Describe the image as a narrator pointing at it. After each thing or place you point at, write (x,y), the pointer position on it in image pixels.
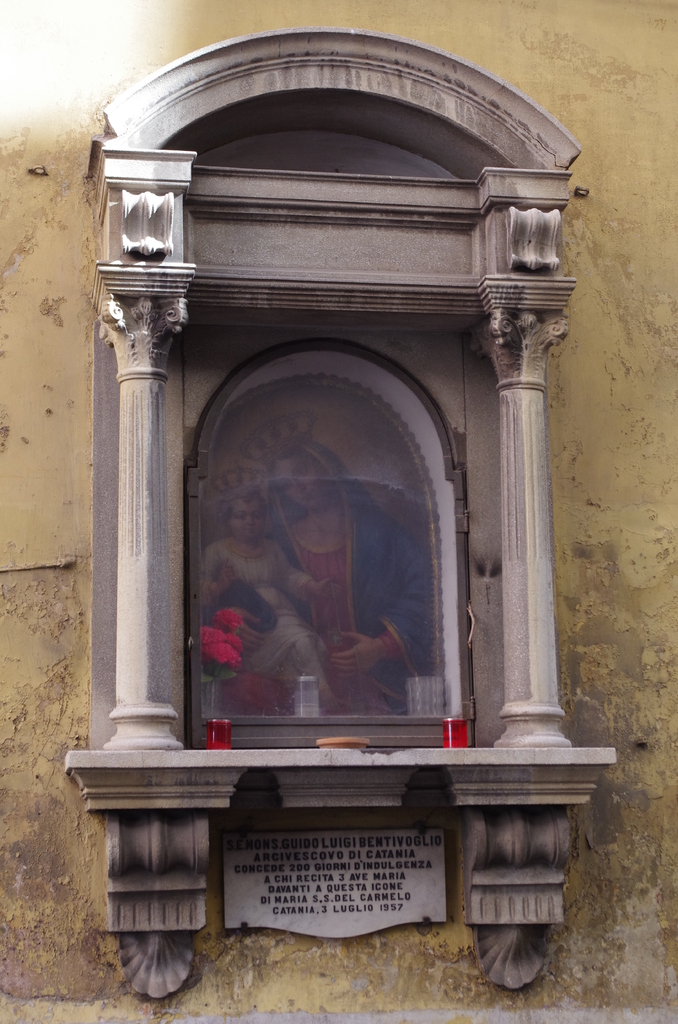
In the middle of this image (410,614), there is a photo frame (375,479) having an image (426,618) of a woman (428,606) who is holding a baby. Below photo frame (379,691), there is a board (242,846) attached to the wall (159,1022).
